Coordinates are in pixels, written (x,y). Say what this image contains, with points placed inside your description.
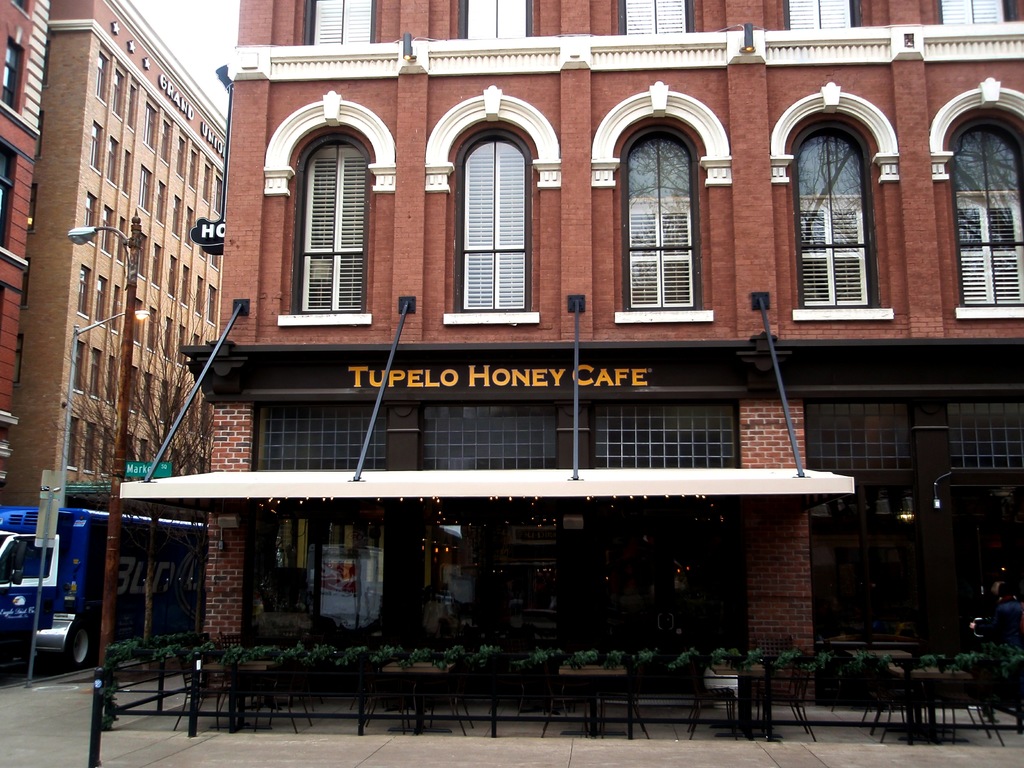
In this image I can see few chairs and tables (431,670). In the background (442,167) I can see few buildings (182,168) in brown color and I can also see few vehicles (165,592) and the sky (227,49) is in white color.
